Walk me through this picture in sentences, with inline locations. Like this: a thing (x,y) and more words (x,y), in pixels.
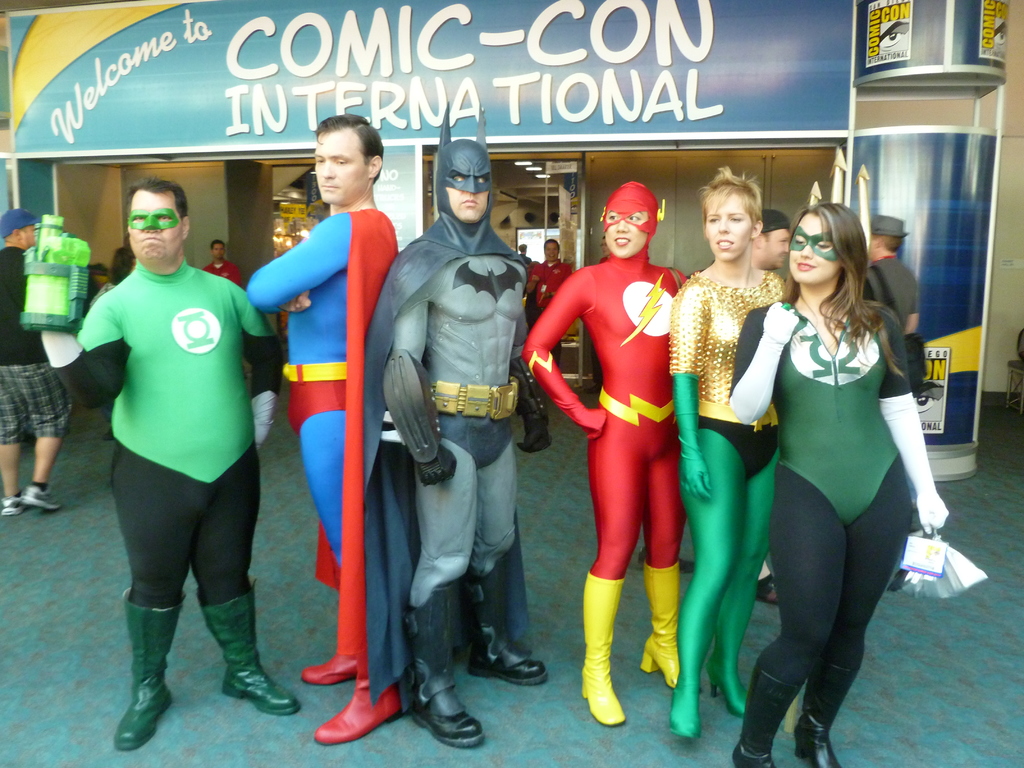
This picture shows few people (312,293) standing and they wore fancy dress (211,302) and we see a man (33,406) walking and we see a hoarding board (547,118) with some text (568,55) on it and few people (537,273) standing on the back (900,282).
